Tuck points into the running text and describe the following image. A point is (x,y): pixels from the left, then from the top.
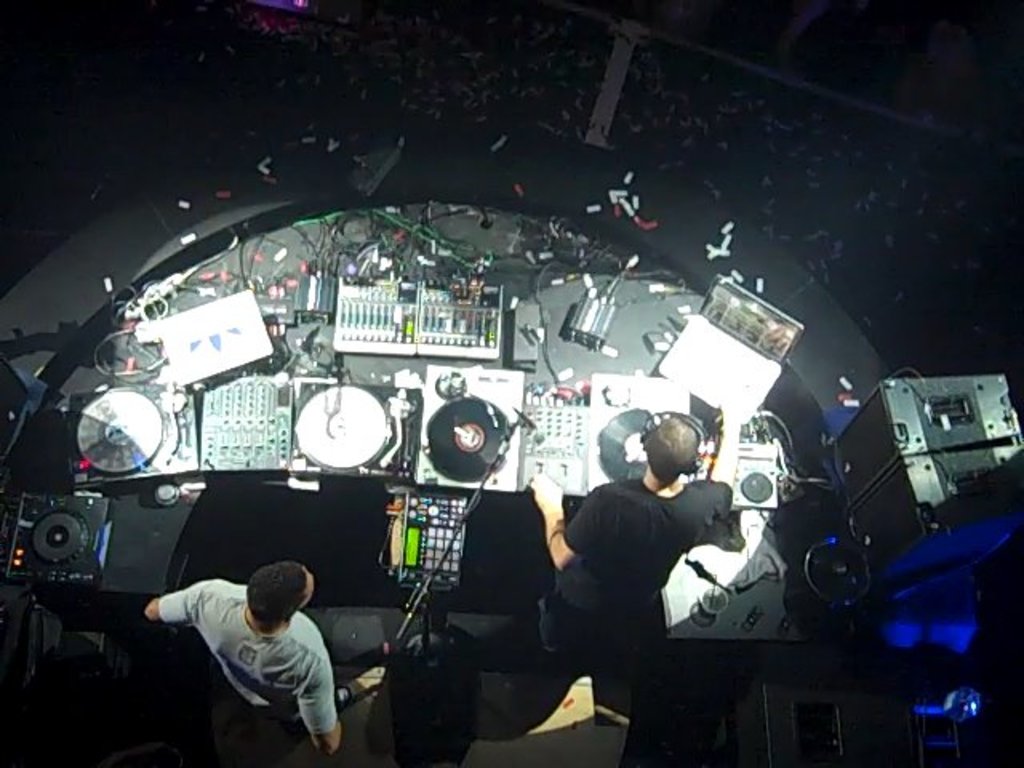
This is the top view of an image where we can see two persons (295,643) are standing here. Here we can see many equipment (453,502) are kept on the black color table (148,549). Here we can see the speaker (904,452) and this part of the image is dark.
